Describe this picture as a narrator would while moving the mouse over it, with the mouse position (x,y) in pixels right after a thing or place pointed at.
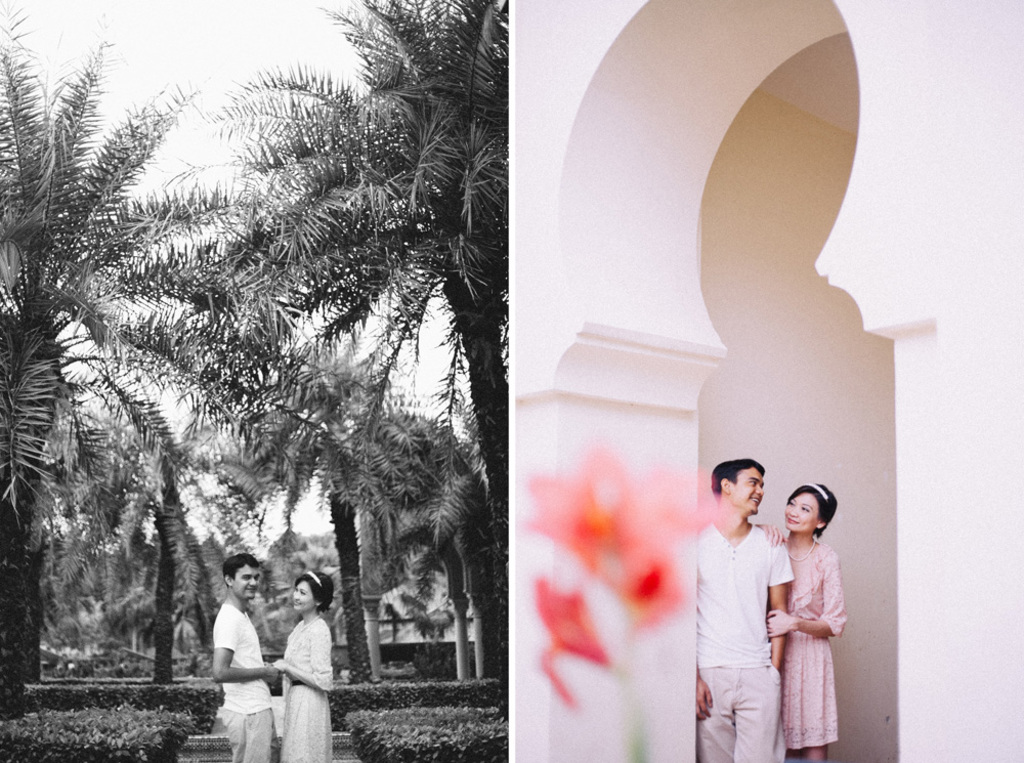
This is the collage of two images. The first image is black and white where we can see plants (162,693), trees (480,509), sky (276,525), a man (237,624) and a woman (296,641). In the second image, we can see a man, woman (793,691), wall (605,261) and flowers (628,567).
